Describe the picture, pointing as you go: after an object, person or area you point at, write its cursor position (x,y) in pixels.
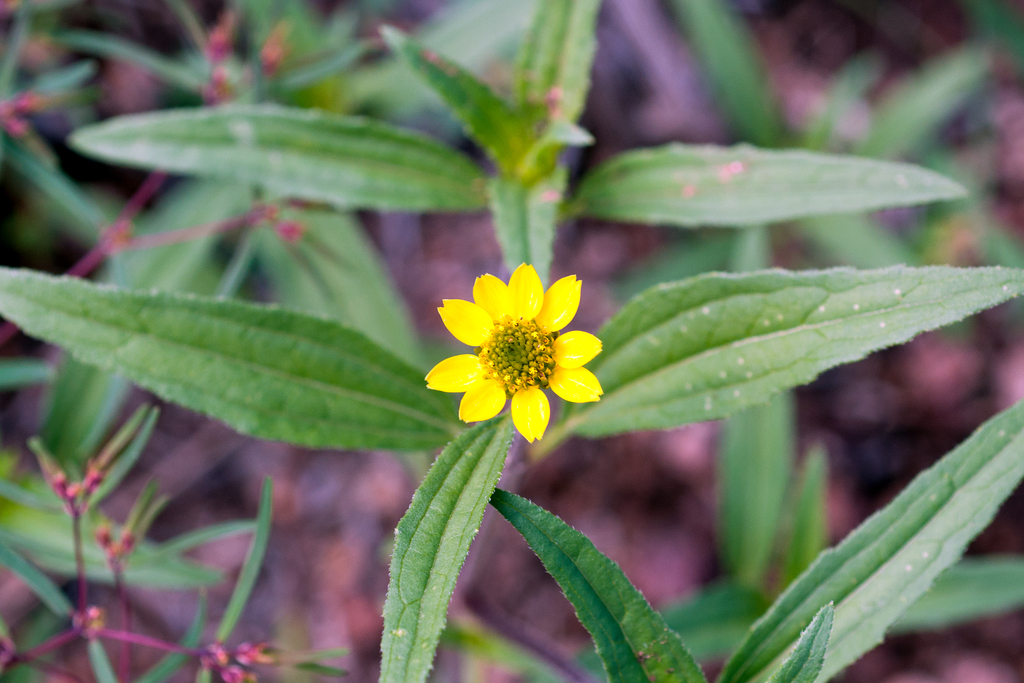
In this image in the front (573,372) there is a flower (508,357). In the background (245,178) there are plants (704,337).
